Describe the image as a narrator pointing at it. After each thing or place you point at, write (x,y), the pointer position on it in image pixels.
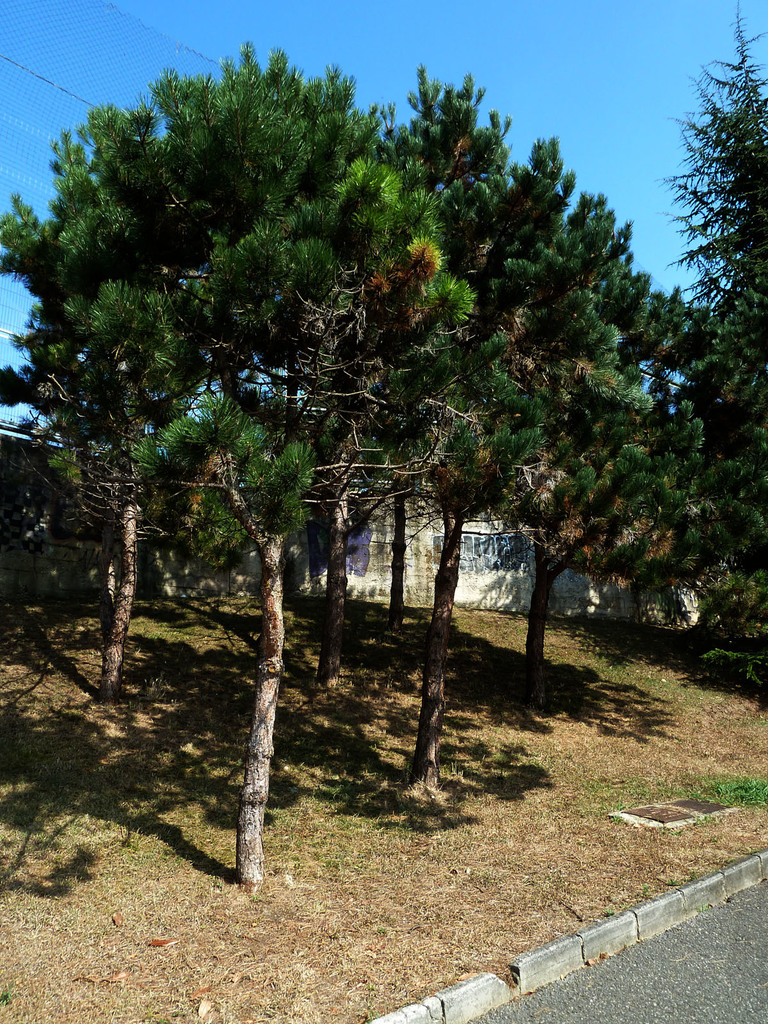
In this image we can see some trees (272,610), grass (510,685), net (102,52) and the wall (249,576), in the background (93,86) we can see the sky (488,44).
